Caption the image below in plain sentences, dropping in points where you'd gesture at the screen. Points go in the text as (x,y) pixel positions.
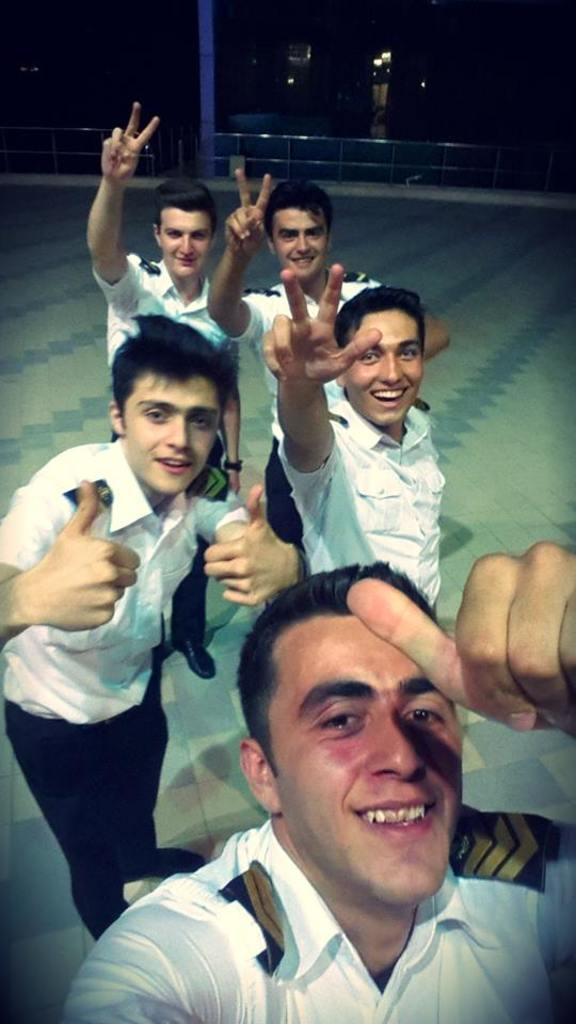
In the image i can see people (275,555) are standing and smiling and in the background (342,108) i can see lights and some other objects (202,41).
